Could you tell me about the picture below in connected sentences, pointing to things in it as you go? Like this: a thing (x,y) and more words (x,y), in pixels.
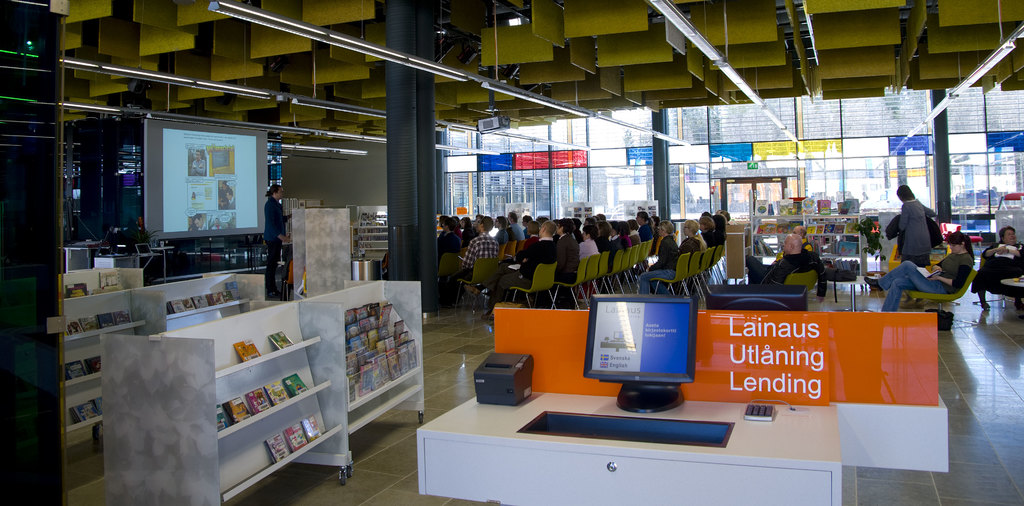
In this image we can see the people (668,256) sitting on the chairs (610,274) which are on the floor (441,323). We can also see a woman (272,246) standing. Image also consists of the display screen (238,156) and some racks (289,353) with some books (245,348) and some packs (252,404). We can also see the monitor (598,348) on the table (571,446). In the background (386,86), we can see the glass windows (872,143), pillar (402,83), lights (997,53) and also the ceiling (604,12).
